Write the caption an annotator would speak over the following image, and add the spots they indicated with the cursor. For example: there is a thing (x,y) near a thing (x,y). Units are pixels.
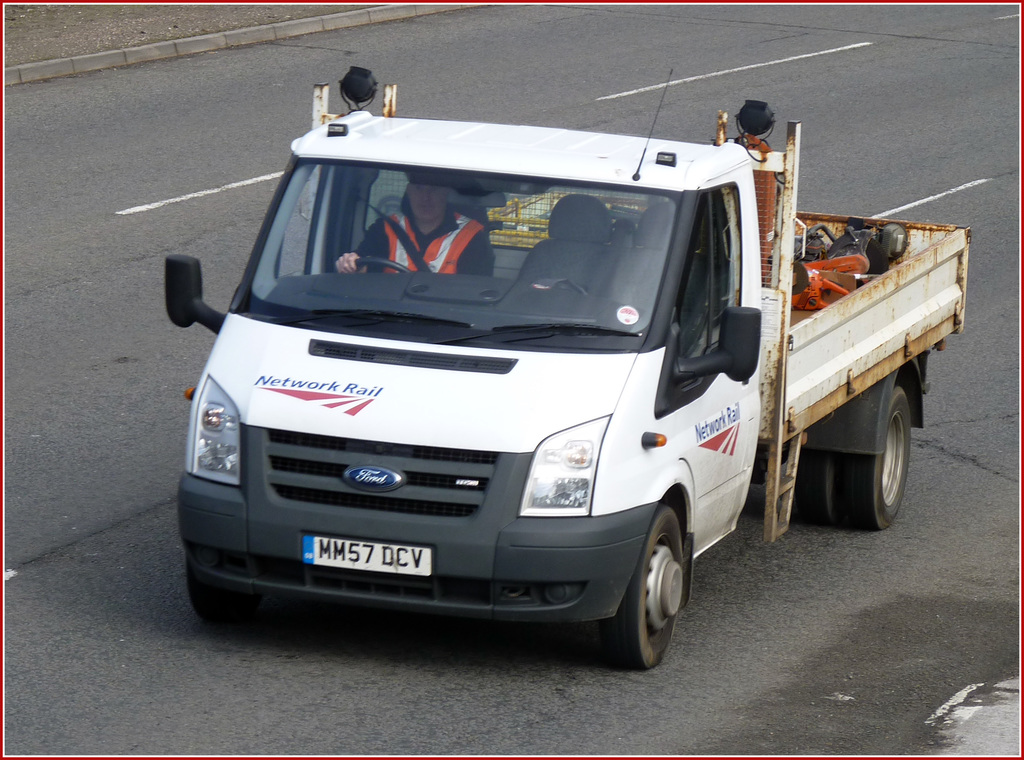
In the center of the image (628,369) we can see a vehicle (623,483) on the road (694,683) and there is a man (460,220) sitting in the vehicle (464,332).
